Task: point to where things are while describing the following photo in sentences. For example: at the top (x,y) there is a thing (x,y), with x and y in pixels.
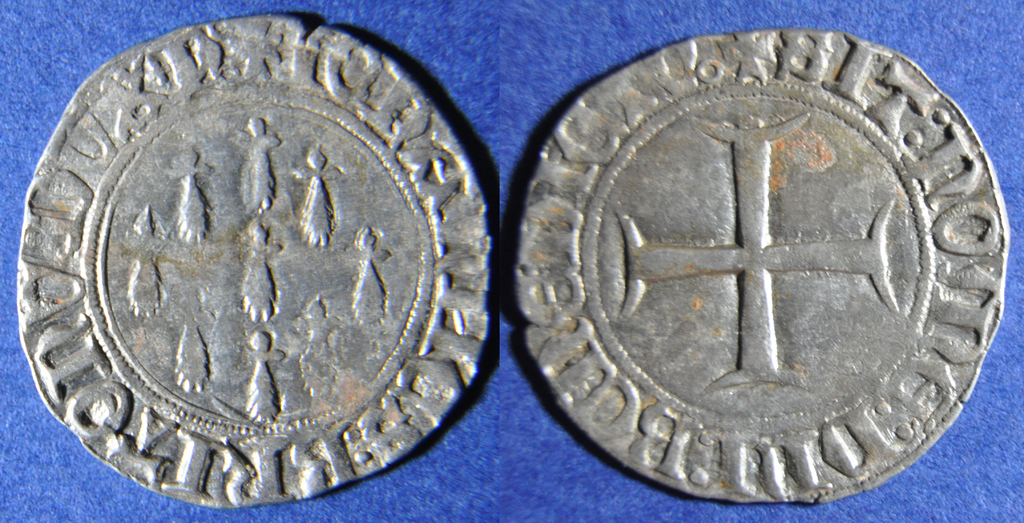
In this image I see 2 coins (544,155) on the blue color surface (390,26).
